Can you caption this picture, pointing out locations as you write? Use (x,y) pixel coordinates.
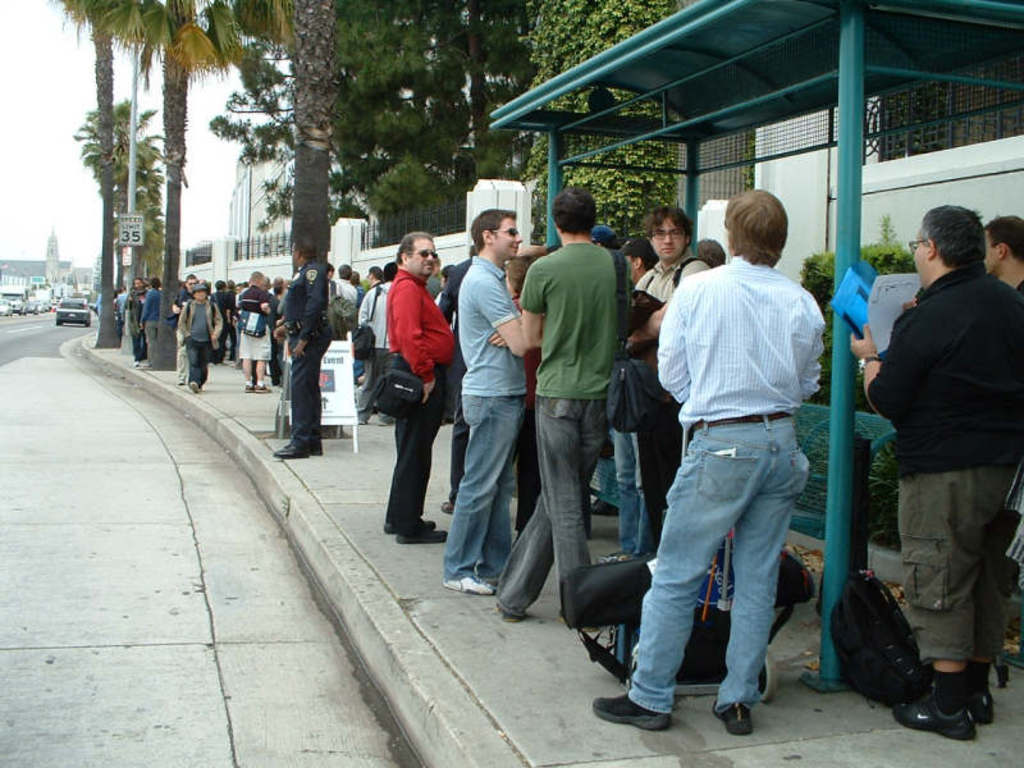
In this picture there are persons (427,341) standing and walking, there is a bus shelter (879,67), there are buildings (54,254), trees (677,191) and there are vehicles (71,324) moving on the road (32,327) and there are boards (138,243) with some text (138,229) and numbers (127,237) written on it and the sky (67,125) is cloudy. In the front (731,589) there are bags (844,638) on the sidewalk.
